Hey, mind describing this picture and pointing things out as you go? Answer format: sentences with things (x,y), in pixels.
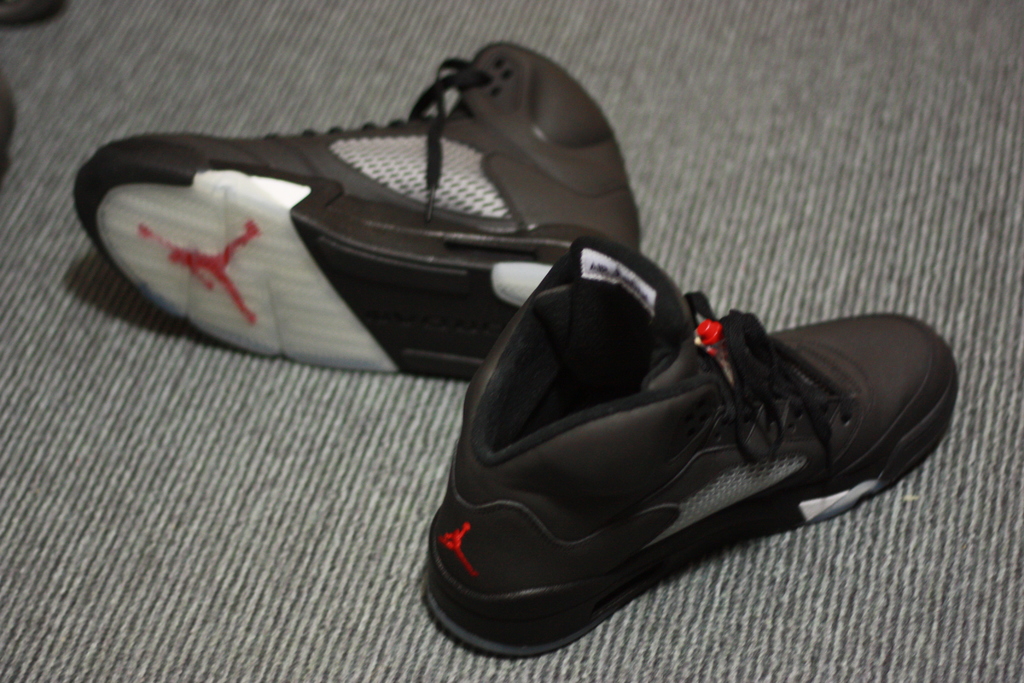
In this image there is a pair of shoes (629,210) on the carpet (840,530).
